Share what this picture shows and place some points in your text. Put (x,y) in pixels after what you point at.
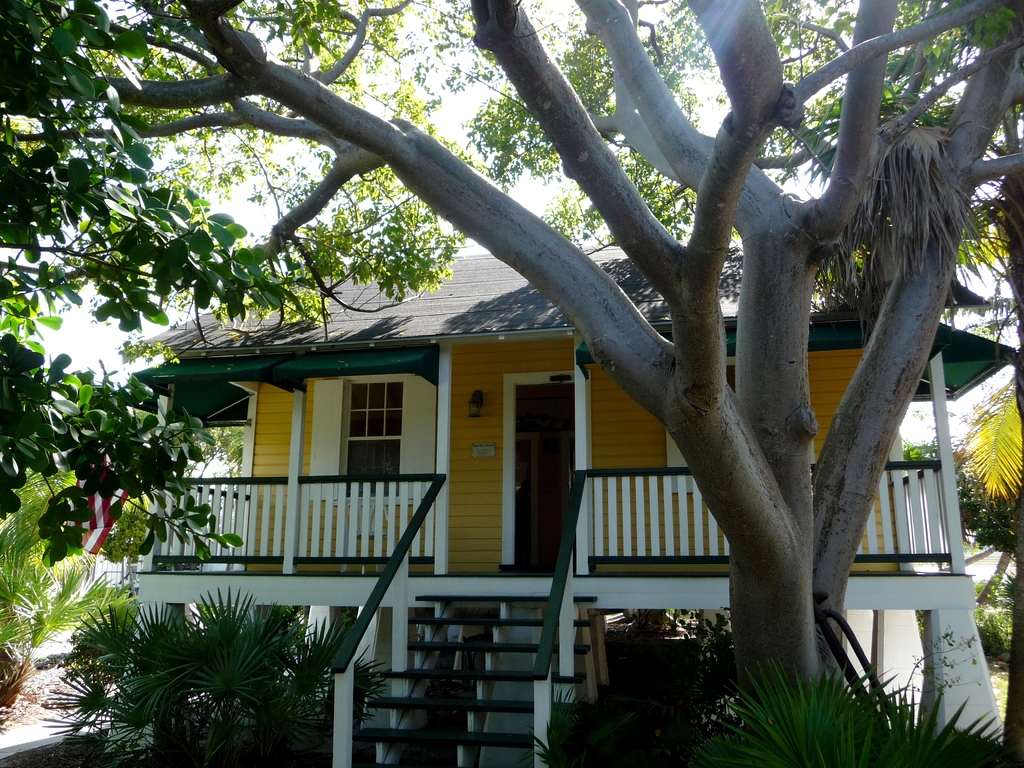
In this image in the front (818,565) there is a tree (766,582). In the center (418,497) there is house (412,554) and in the background (232,463) there are trees (990,488). In front of the house (321,584) there are plants (133,659).
